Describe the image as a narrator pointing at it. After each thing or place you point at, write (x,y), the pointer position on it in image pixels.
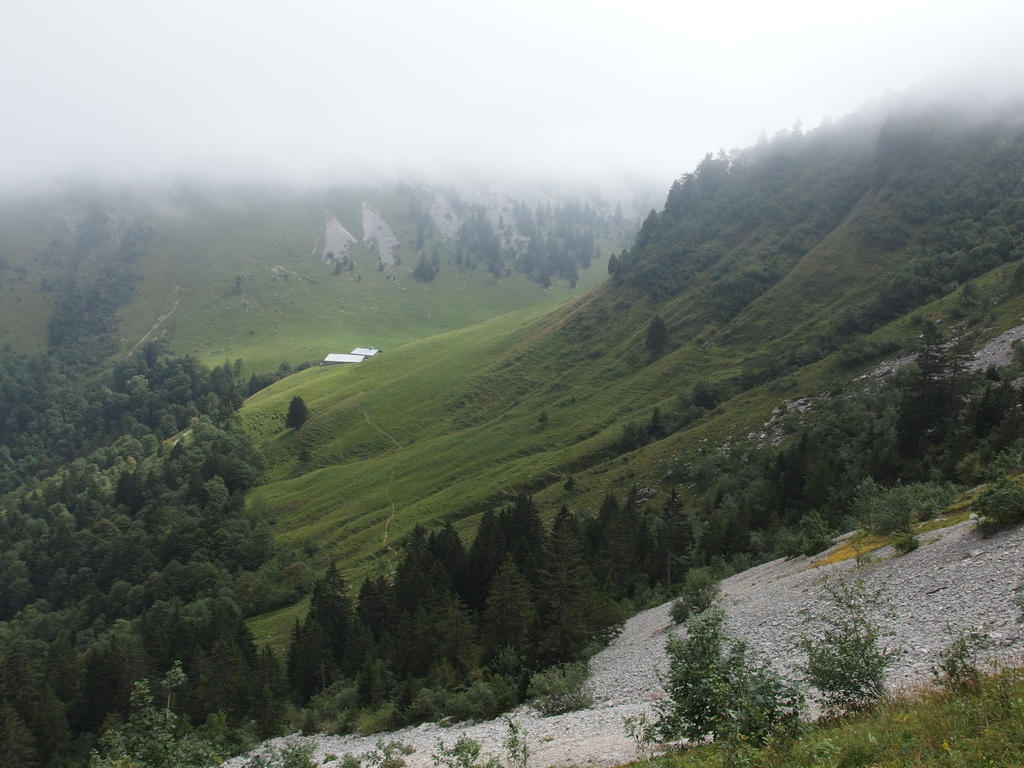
In this image, we can see trees (445,650) and some plants (926,719). In the background (564,221), there are hills (528,296).
